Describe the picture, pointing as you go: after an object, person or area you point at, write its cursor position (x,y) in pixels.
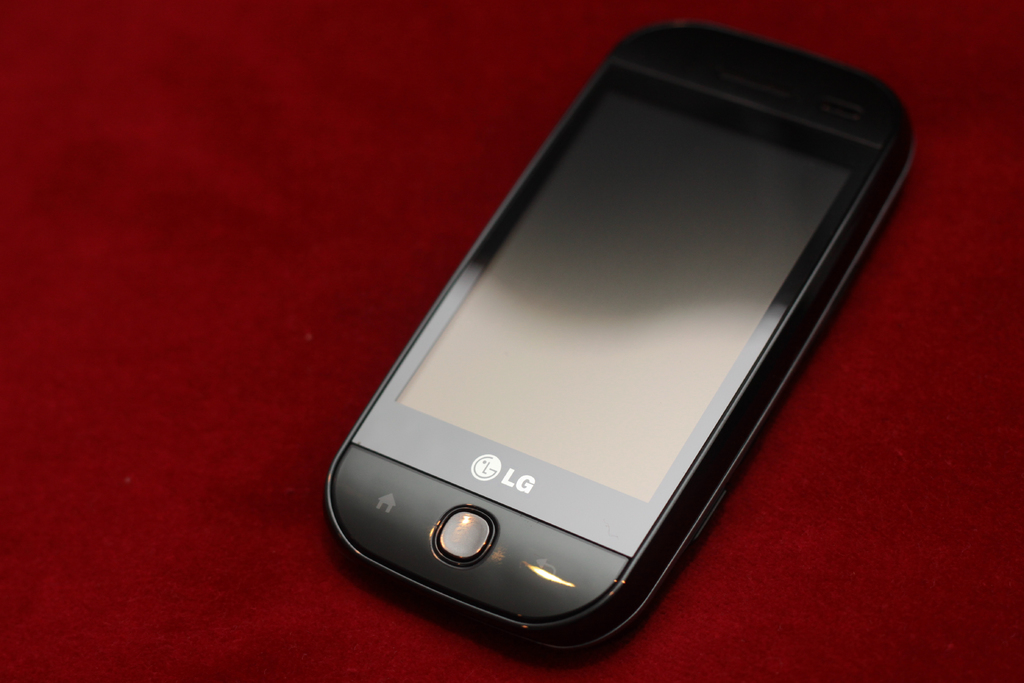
In this image we can see a mobile (679,537) on a red color platform (975,447).
